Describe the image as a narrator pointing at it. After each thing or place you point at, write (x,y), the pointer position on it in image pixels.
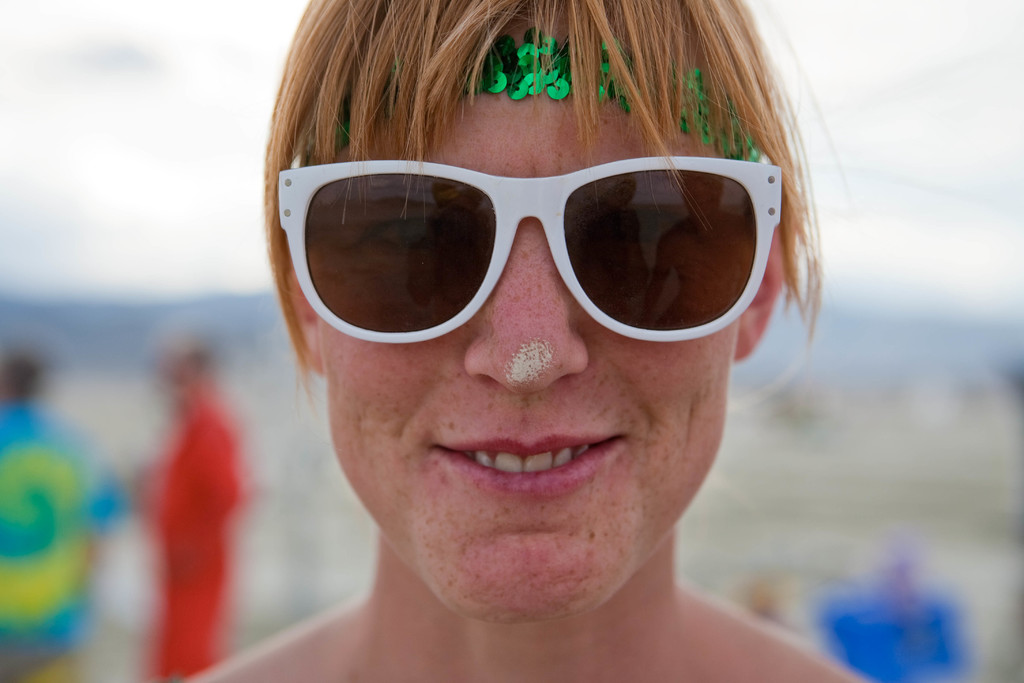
A person (502,354) is present wearing a green band (700,116) and white goggles (396,243). The background (904,480) is blurred.
